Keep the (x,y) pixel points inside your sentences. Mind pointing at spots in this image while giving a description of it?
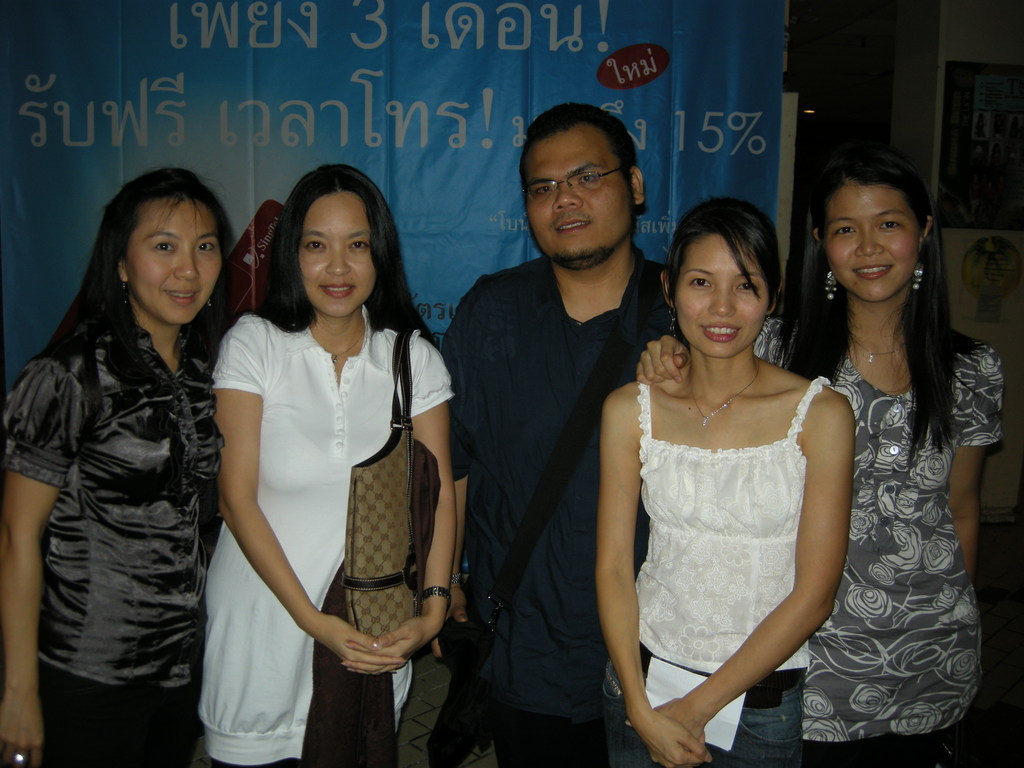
In this image we can see four women (69,381) and one man (559,401) are standing. In the background (750,116), we can see a banner (410,97). On the right side of the image (1015,219), we can see posters (981,240) on the wall (991,489). The man (548,393) is wearing a shirt (556,638), pant (510,752) and carrying bag (473,655). One woman (921,702) is wearing a grey and white color top (913,659). The other woman (757,689) is wearing a white top (743,628), jeans (734,757) and holding paper (684,692) in her hand (685,696). The third one (328,460) is wearing white color dress (262,648) and carrying bag (369,609) and jacket (374,699). The fourth woman (119,403) is wearing black color top (136,639) and jeans (84,716).
